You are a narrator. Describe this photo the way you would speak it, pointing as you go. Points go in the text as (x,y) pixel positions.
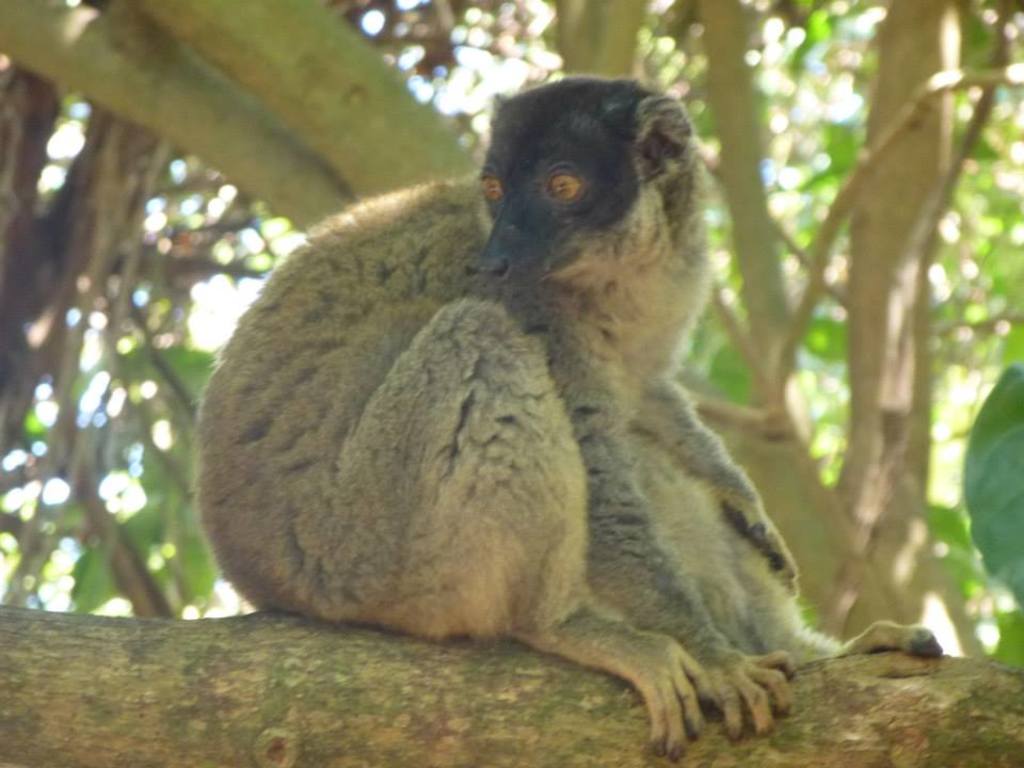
In this picture I can observe an animal (386,322) sitting on the branch (464,708) of a tree (51,675). It is looking like a species of monkey (588,394). In the background (112,198) there are trees (558,57).
